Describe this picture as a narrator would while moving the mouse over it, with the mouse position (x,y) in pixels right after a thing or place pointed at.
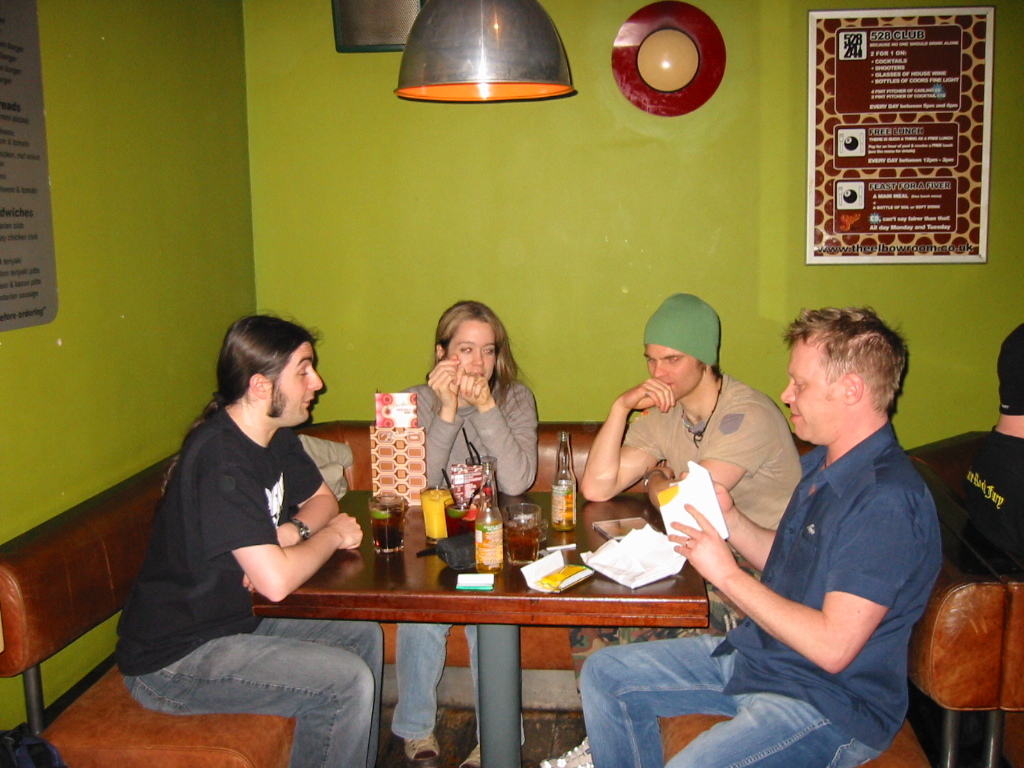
In this picture we can see four persons (255,361) are sitting on the sofa (199,730). This is table (421,616). On the table (615,505) there are glasses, and bottles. On the background (668,217) there is a wall (569,209) and this is light (514,30). Here we can see a frame (904,156).
